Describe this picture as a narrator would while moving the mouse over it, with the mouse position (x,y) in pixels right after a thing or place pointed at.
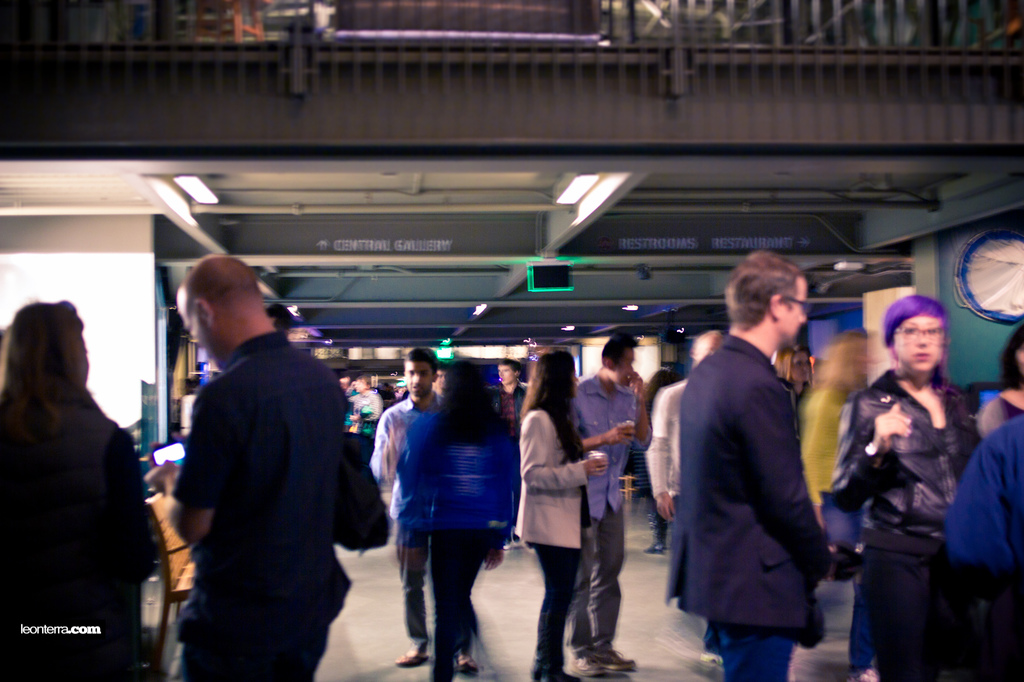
In this image I can see on the left side (284,480) a man (261,450) is standing and looking into the mobile phone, he wore t-shirt (239,604), trouser (287,643). On the right side (775,404) there is another man (679,524), he wore coat (768,415), spectacles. Beside him a woman (891,452) is standing and speaking, she wore black color coat (907,484). In the middle (496,406) there are few people (563,423) standing, there are lights (567,328) to this roof (564,210) and there is an iron grill (552,93) at the top (517,67) in this image.
